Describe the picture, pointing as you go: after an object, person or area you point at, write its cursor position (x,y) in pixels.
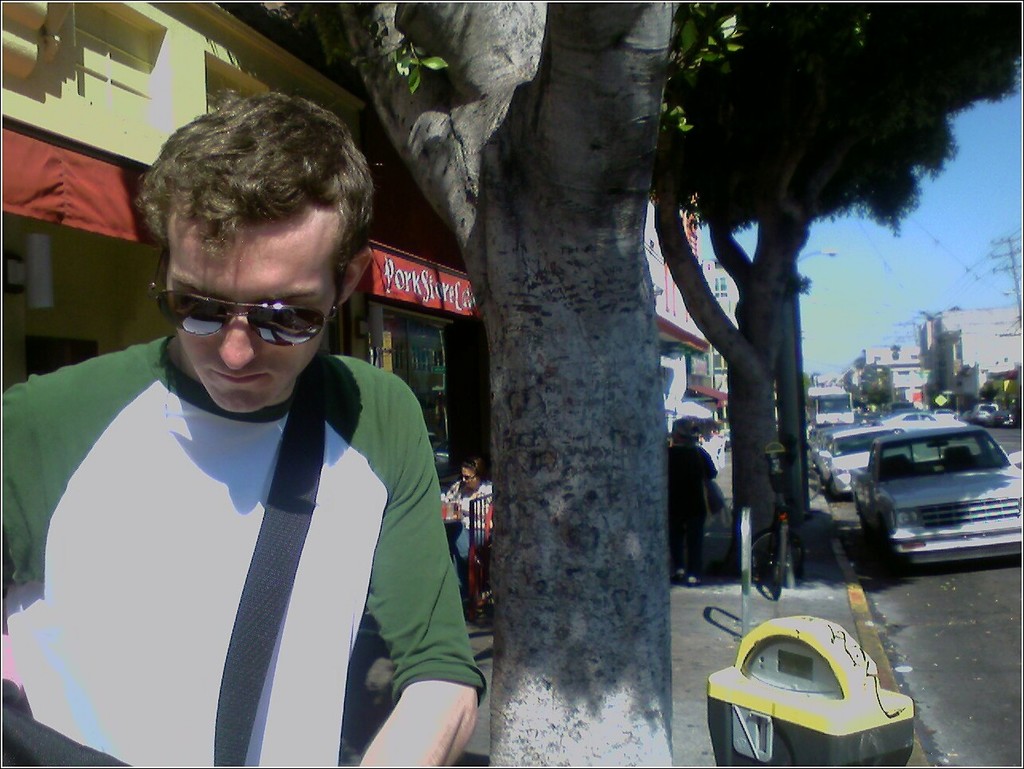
In this image I can see a person (90,541) standing and wearing green and white color shirt (455,580), background (944,525) I can see few vehicles (922,458) on the road (939,564). I can also see a person (468,494) sitting, few stalls (20,253), buildings (129,54) and I can see trees (778,150) in green color.
